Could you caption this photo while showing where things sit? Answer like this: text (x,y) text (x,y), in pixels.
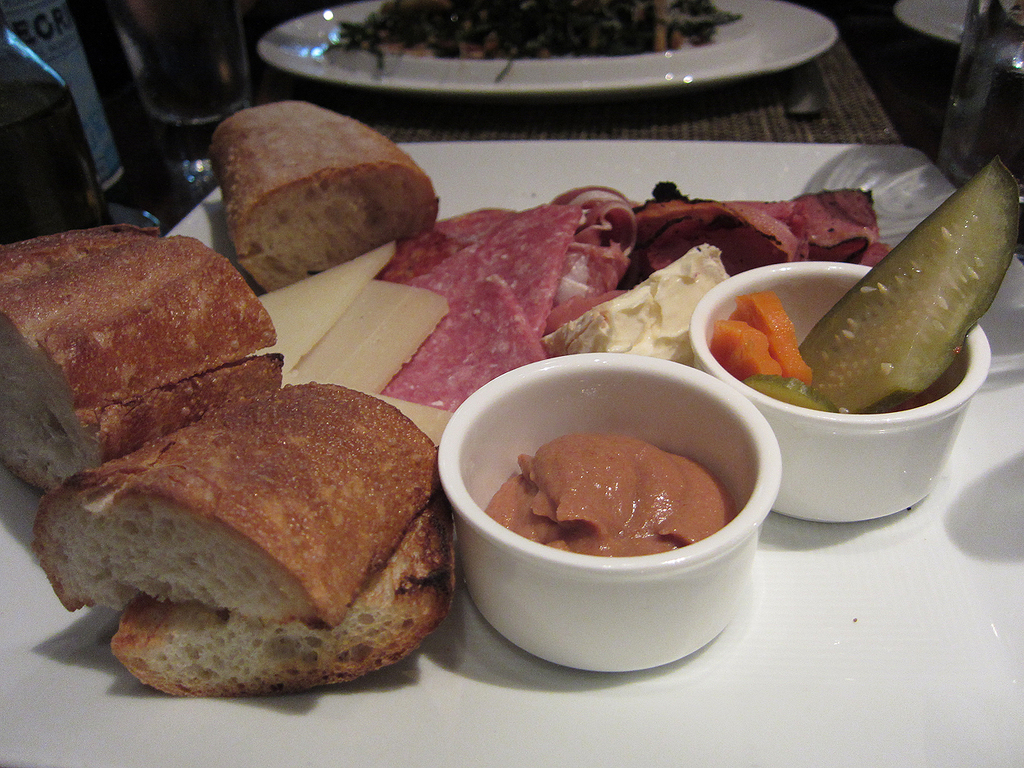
In this picture, we see a white plate (524,683) in which food (231,382), meat (549,311), cheese (573,334), a bowl (586,432) containing cream (727,502), a bowl (781,409) containing carrots (758,367) and cucumber (894,271) are placed. Beside that, we see a table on which a plate (538,68) containing food (692,19) are placed. This picture might be clicked in the hotel.
